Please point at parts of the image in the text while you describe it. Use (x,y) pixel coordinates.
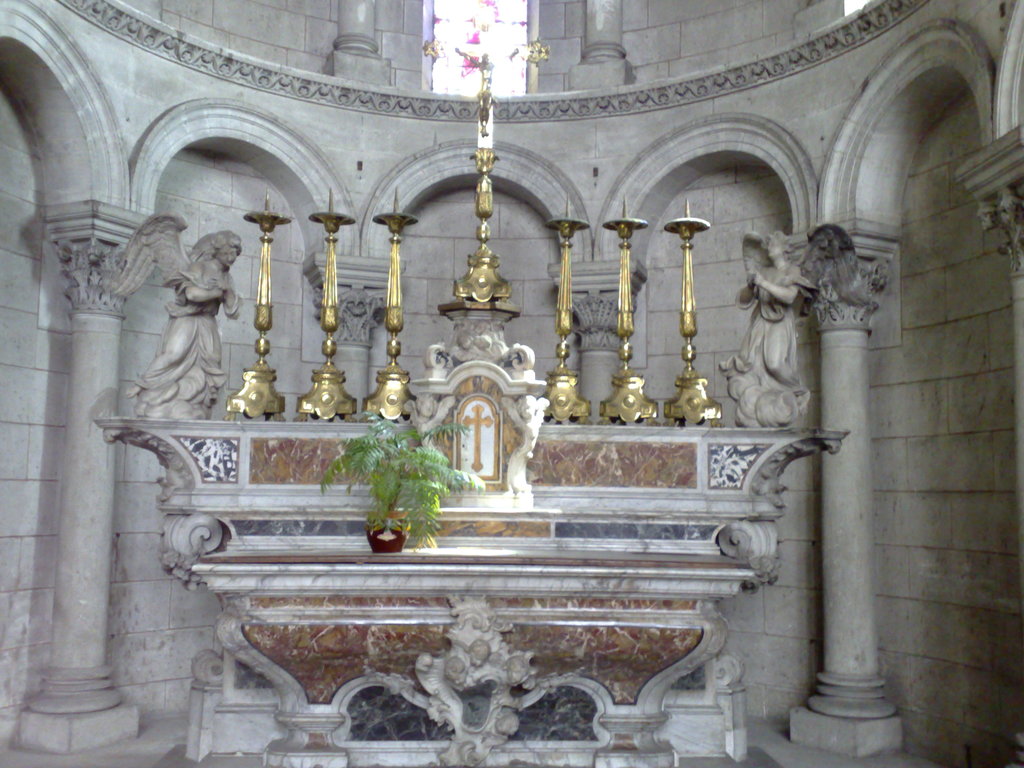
In this image I can see a plant (376,442) in the front (418,445) and behind it I can see few golden colour candle stands (262,373) and on the both side of this image I can see sculptures (750,294).
